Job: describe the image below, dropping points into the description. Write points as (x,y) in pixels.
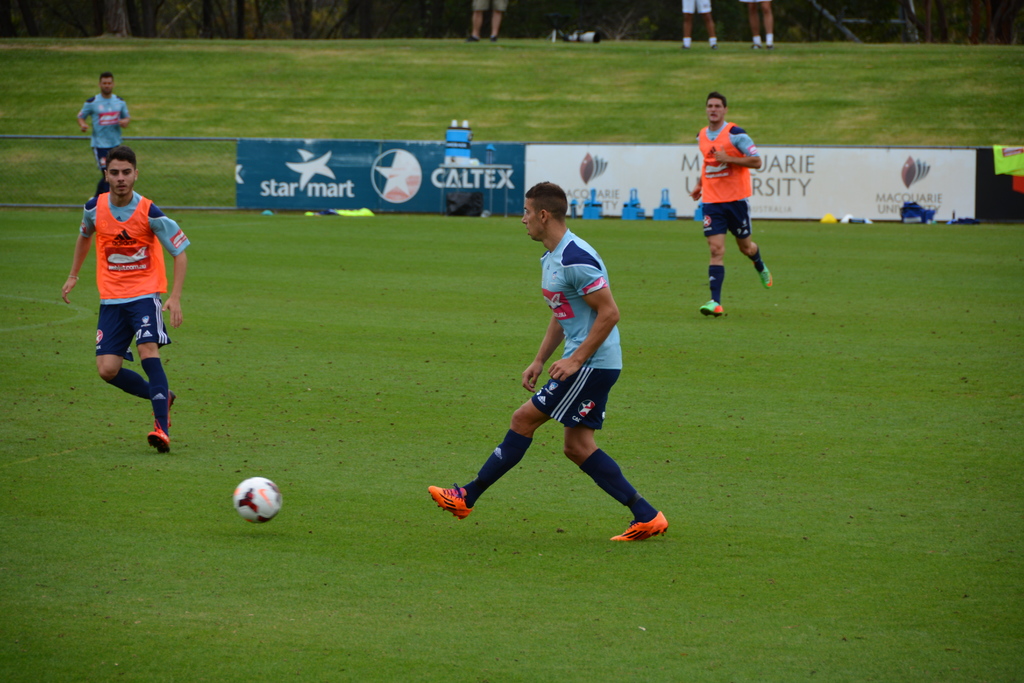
In the picture we can see a playground (629,378) with a grass surface (922,340) on it, we can see some people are playing football and they are wearing a sportswear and in the background (827,194), we can see an advertisement board (764,185) on the ground (220,286) and behind it we can see some people (683,46) are standing.
